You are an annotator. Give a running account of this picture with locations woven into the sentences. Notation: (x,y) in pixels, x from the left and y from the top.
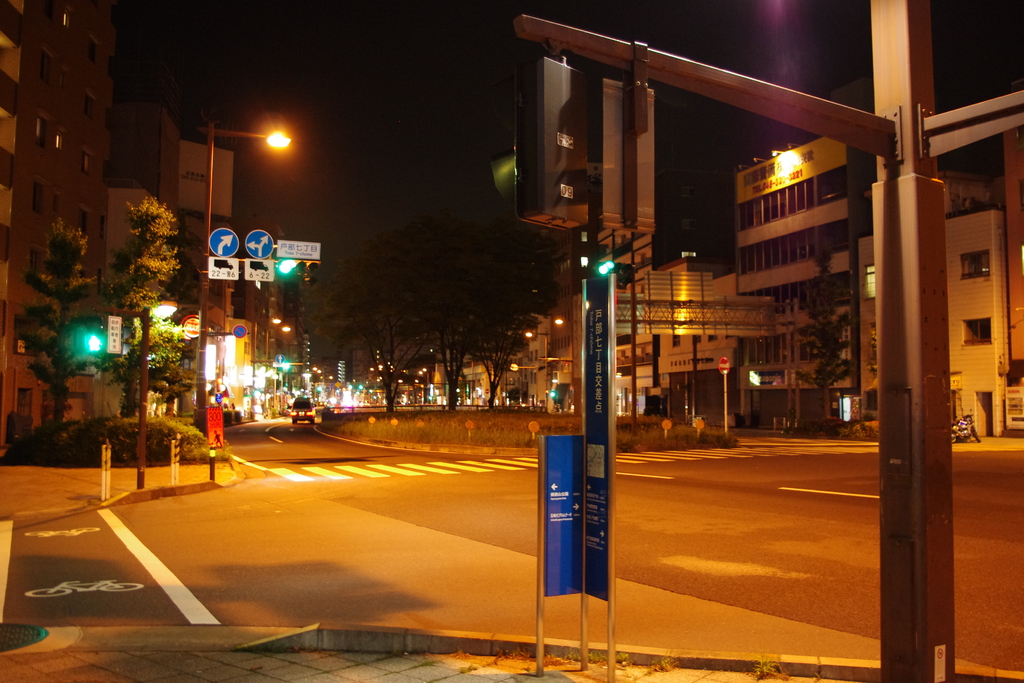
In the middle of the image (557,448) we can see some poles (917,628) and sign boards (577,585). Behind them there are some trees (463,297) and buildings (69,193) and there are some vehicles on the road (464,477).
